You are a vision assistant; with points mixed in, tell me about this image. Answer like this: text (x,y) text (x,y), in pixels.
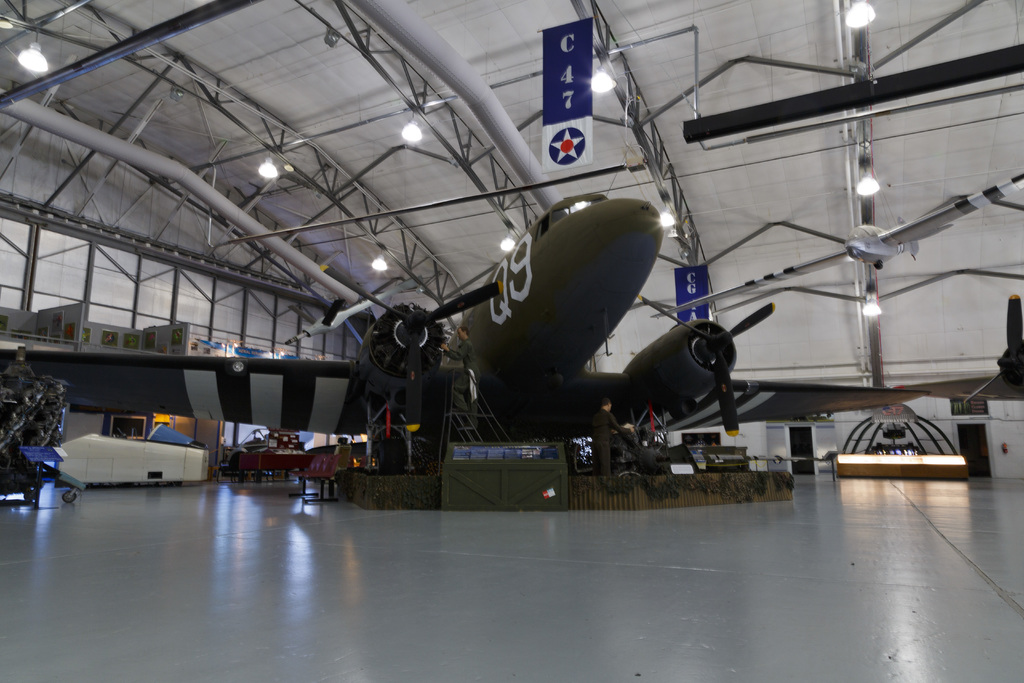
In this picture we can see an airplane (571,415) in the middle (587,343), on the left side (319,477) there are chairs (317,470), we can see two boards (550,131), metal rods (334,226) and lights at the top of the picture (190,31), on the right side (863,256) we can see another aircraft (873,245).
